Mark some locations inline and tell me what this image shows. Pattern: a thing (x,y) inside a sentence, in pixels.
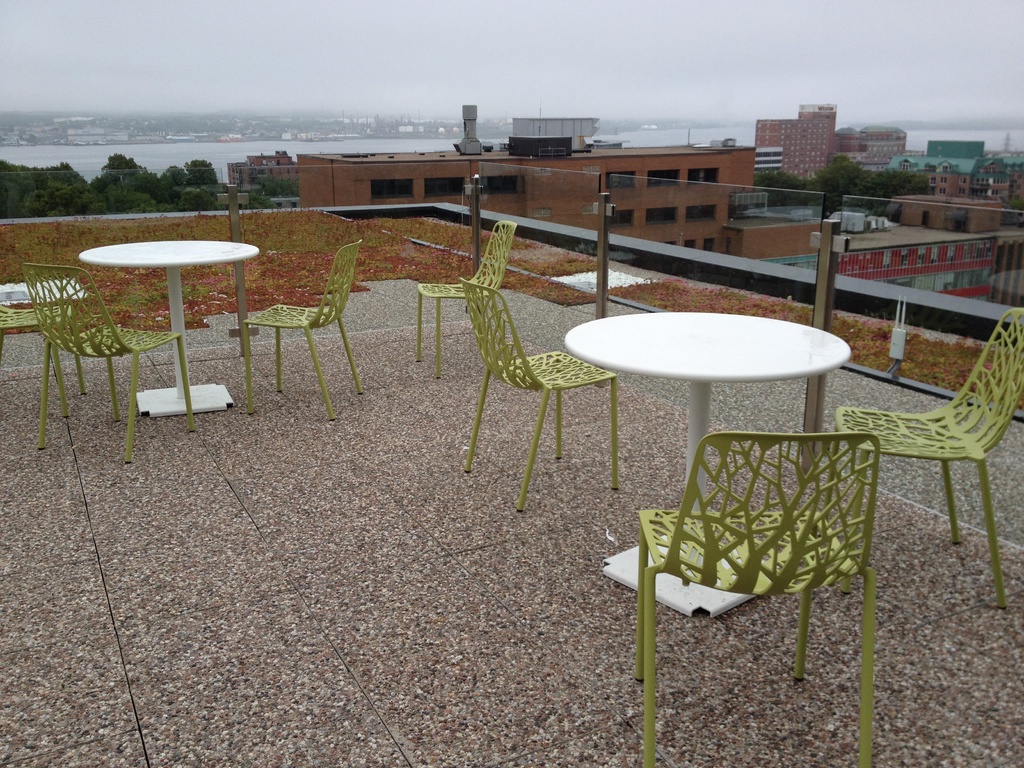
As we can see in the image there are chairs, buildings (939,244), trees (92,188), water (174,143) and sky (331,10).
